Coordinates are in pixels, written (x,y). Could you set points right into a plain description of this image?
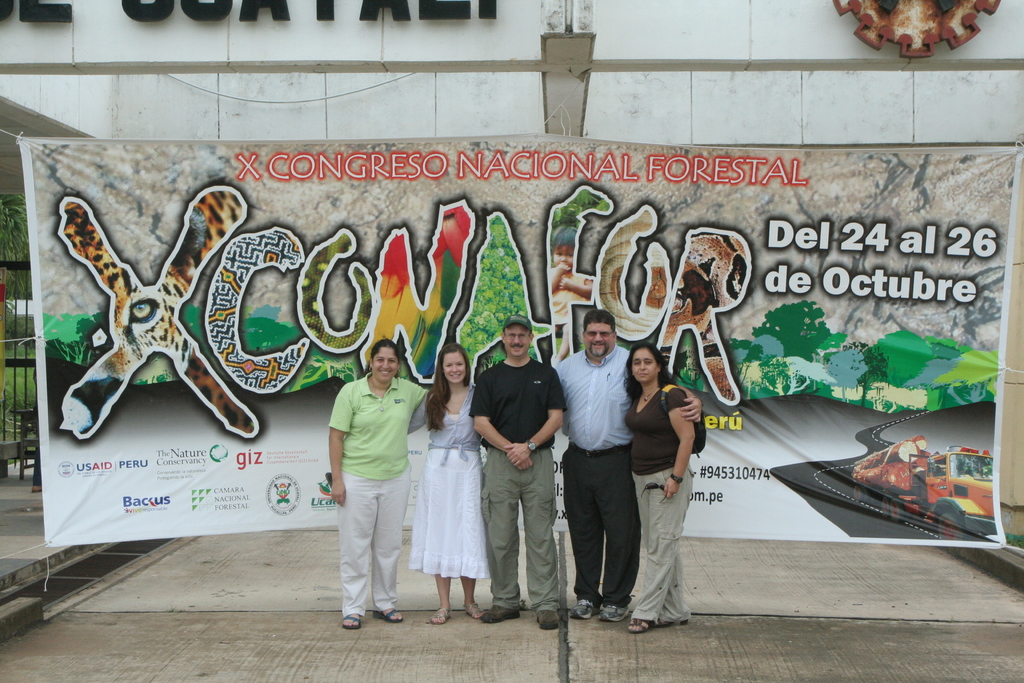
In this image there are five persons (536,375) standing and smiling, and in the background (990,539) there is a banner (410,332), building (2,185), gate (27,391), stool (31,467), plants (30,331), trees (23,244).
